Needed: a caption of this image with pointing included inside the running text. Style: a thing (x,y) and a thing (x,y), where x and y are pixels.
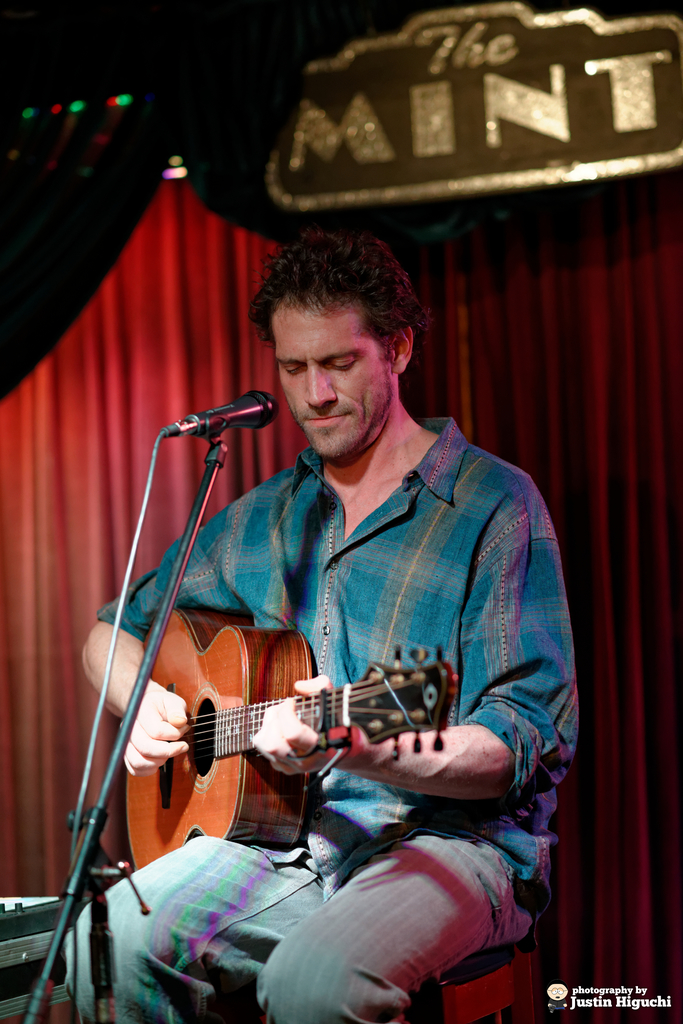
This image consists of a man (388,570) who is sitting and he is playing guitar (399,723). Mic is in front of him. Behind him there is a curtain (436,362) and The Mint is written on it. Man (440,542) he is wearing blue color shirt (448,812).
